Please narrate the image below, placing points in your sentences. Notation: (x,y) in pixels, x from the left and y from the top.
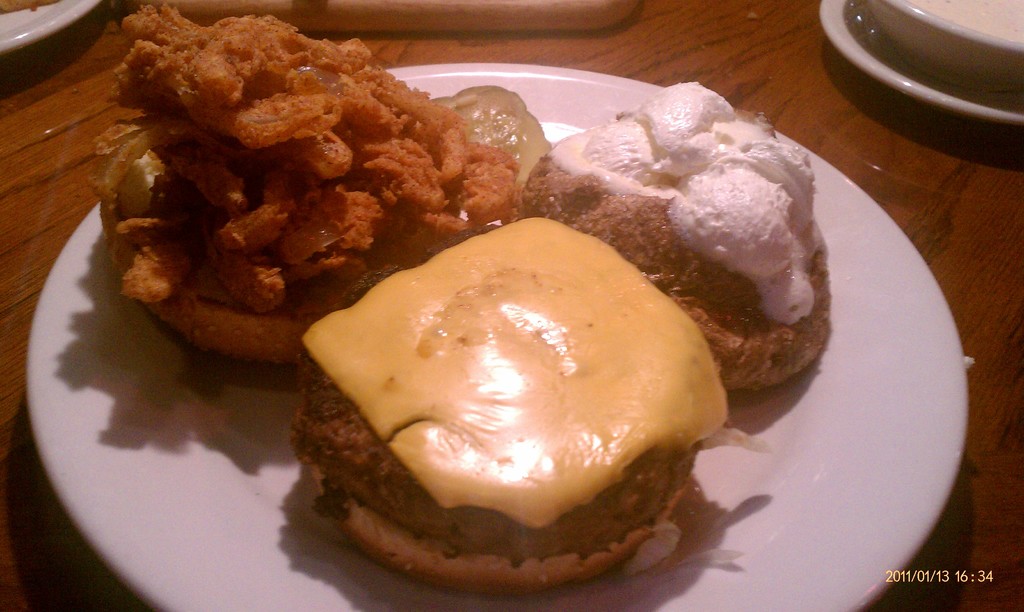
In this image there is a table (105,33), on that table (1022,416) there is a plate (143,339) in that plate (848,600) there is food item (484,289), in the bottom right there is date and time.
